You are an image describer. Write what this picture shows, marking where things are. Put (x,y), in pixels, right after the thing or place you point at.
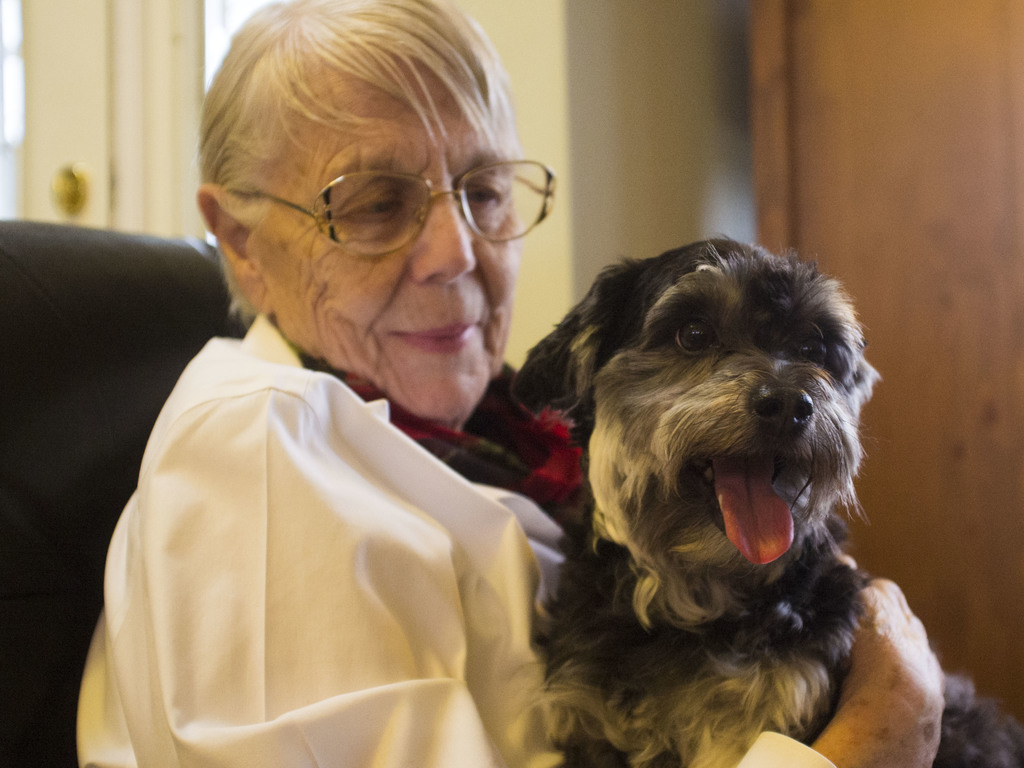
In this image I can see a woman (404,477) holding a dog (610,510) and she wearing a white color shirt (361,558) and she wearing a spectacles (345,229) and she sit on the chair (20,553), back ground (608,30) I can see a wall (563,84).
